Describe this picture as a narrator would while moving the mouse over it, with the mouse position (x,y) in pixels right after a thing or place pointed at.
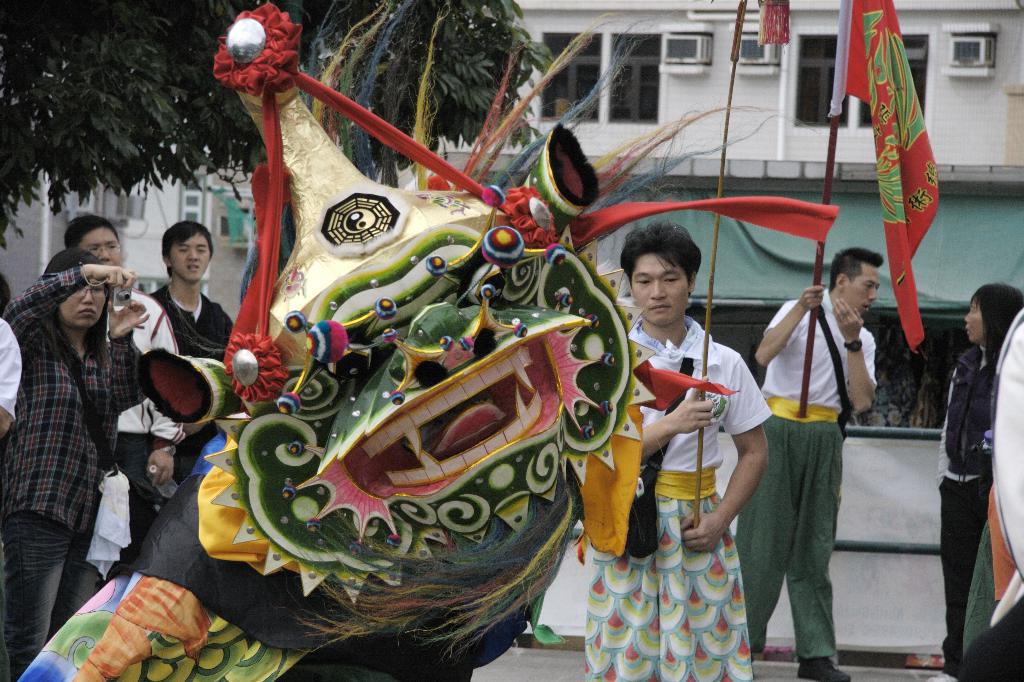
In this image we can see some people (993,460) and there is a person (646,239) holding a flag (910,186) and it looks like a carnival and there is an object (622,380) which looks like a person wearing costume (571,261). We can see a building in the background (745,247) and there is a tree (143,87) on the left side of the image (142,50).
